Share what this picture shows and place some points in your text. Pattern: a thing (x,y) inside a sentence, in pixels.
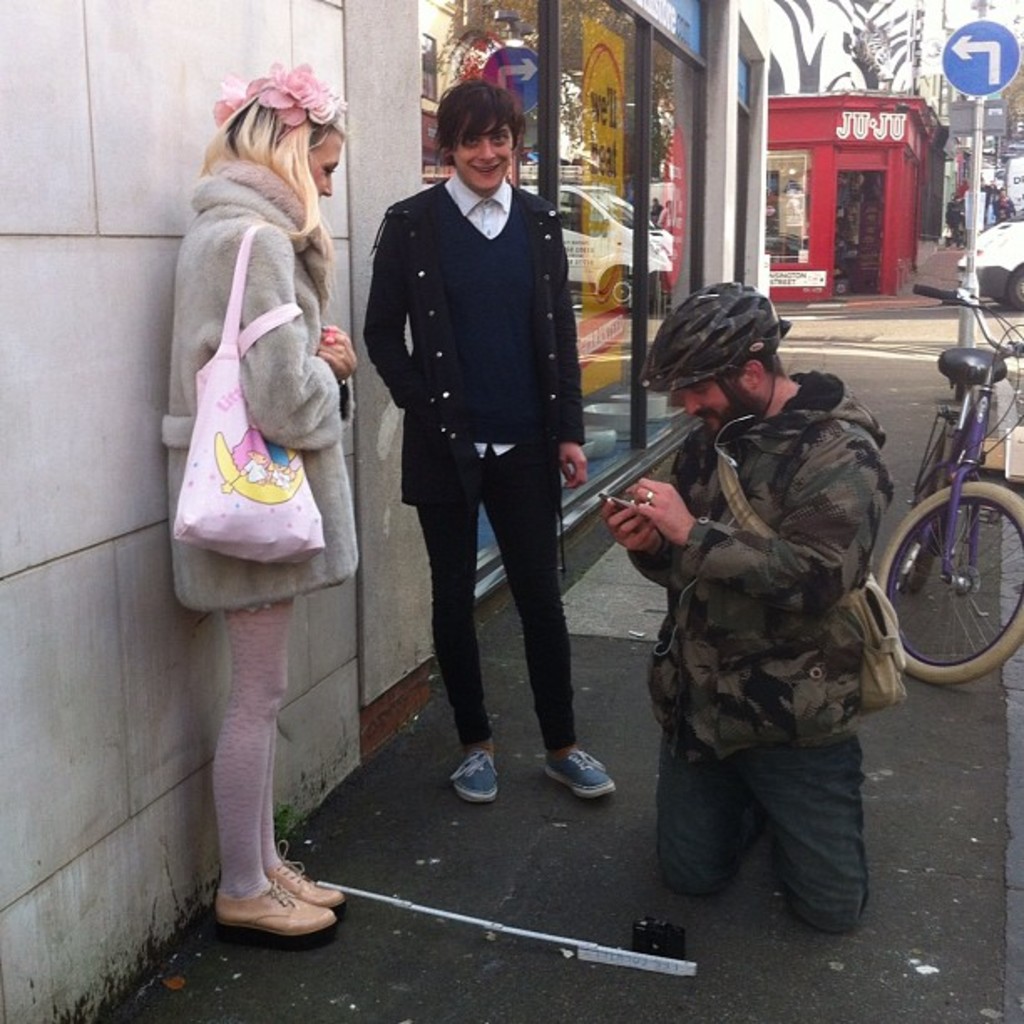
In this image there are group of people (806,438) standing beside the building (64,805), at the back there is a bicycle (959,544) parked near the pole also there is another building (881,192) behind them.
